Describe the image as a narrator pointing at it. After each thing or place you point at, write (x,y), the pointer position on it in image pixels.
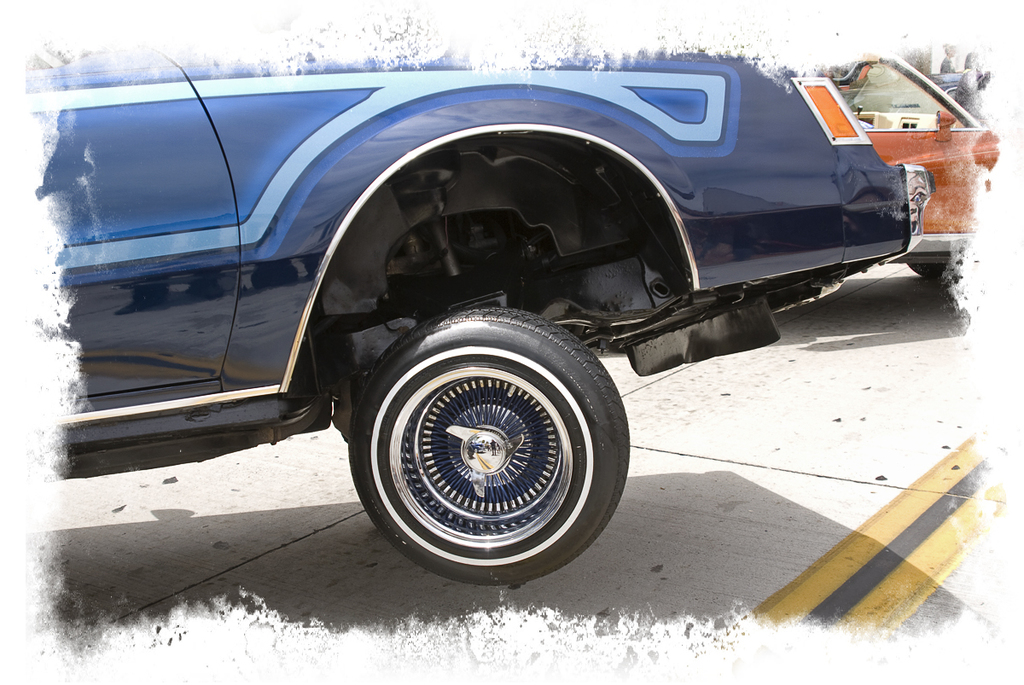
In this image we can see vehicles (450,326) on the road (966,485) and on the right side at the top corner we can see two persons (981,83) and the image is edited with a frame (21,79).
